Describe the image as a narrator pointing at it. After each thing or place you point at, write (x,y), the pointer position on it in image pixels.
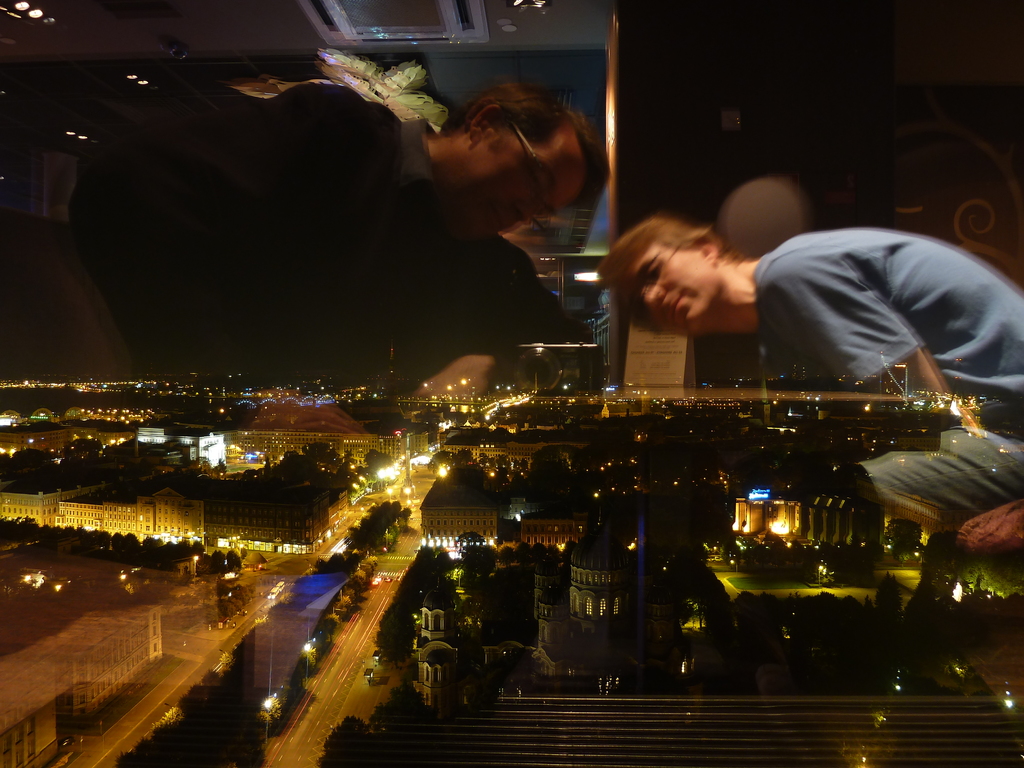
In this picture I can see there are two people (816,261) sitting and there is a reflection (988,485) in the window (830,368) and there are some buildings (536,525), streets (305,750), trees (362,488) and lights (448,471) visible from the window (1,234).
